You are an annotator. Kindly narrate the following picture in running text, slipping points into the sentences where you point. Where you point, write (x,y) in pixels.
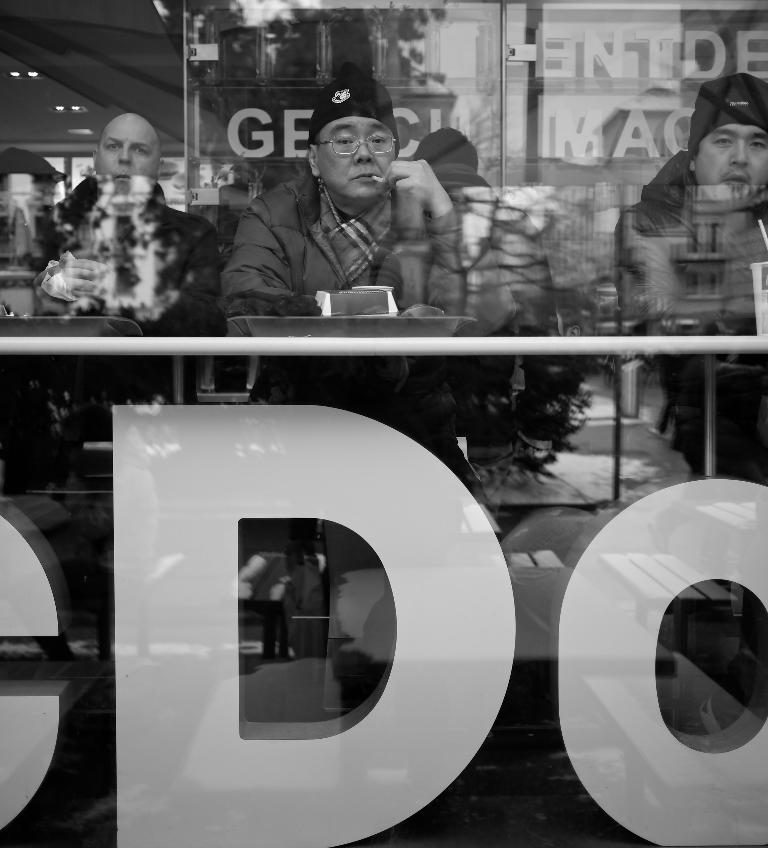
In this image I see 3 men (708,113) and all of them are sitting and there is a table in front and there is a tray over here and a cup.
